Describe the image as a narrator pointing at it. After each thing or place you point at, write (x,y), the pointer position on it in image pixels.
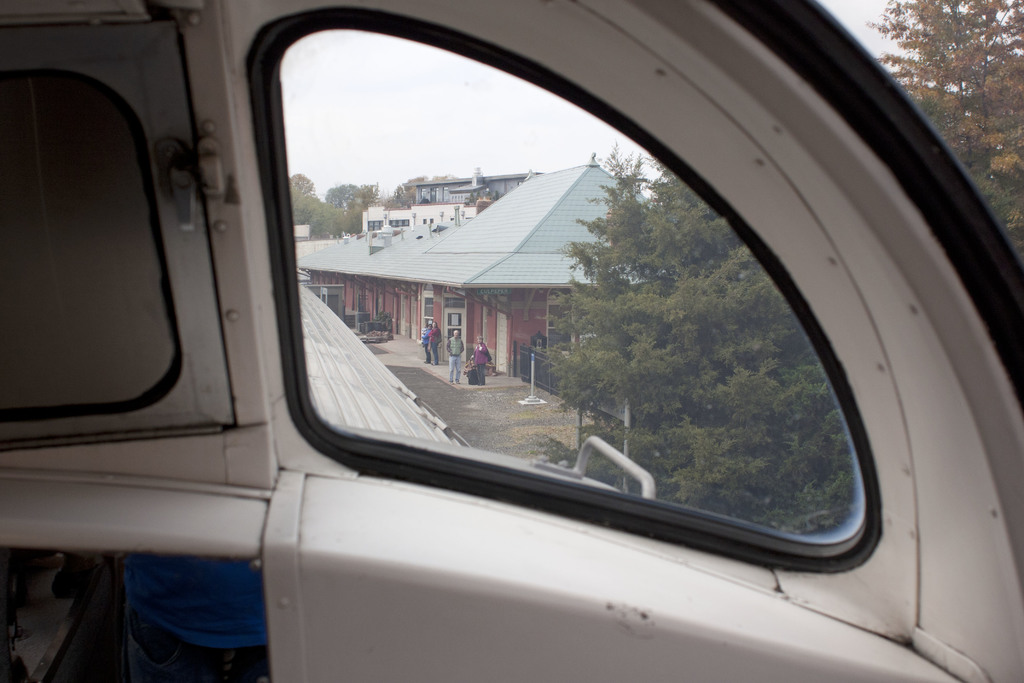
In this image I can see the vehicle (274,537) which is in white color. I can see few people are standing in-front of the building (402,294). To the side of the building (560,287) there are many trees (670,300). These people (456,353) are wearing the different color dresses (459,373). In the back (327,147) I can see the white sky (337,135). These can be seen through the window (498,243) of the car (13,517).
